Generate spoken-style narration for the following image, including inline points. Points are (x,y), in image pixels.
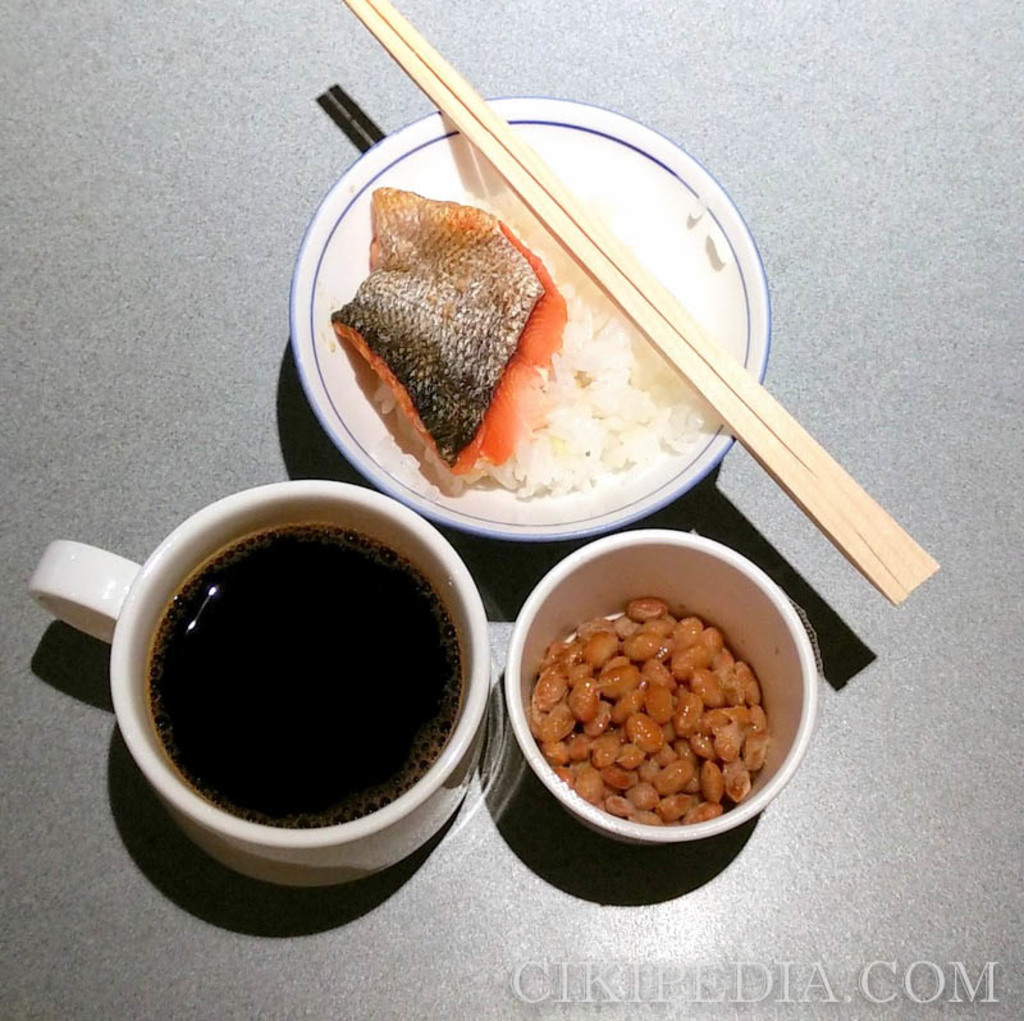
In this image I can see two bowls (613,551) having some food items (655,708) in it and one cup (380,840) having some drink (316,781) in it and also there are two chop sticks (645,288).
